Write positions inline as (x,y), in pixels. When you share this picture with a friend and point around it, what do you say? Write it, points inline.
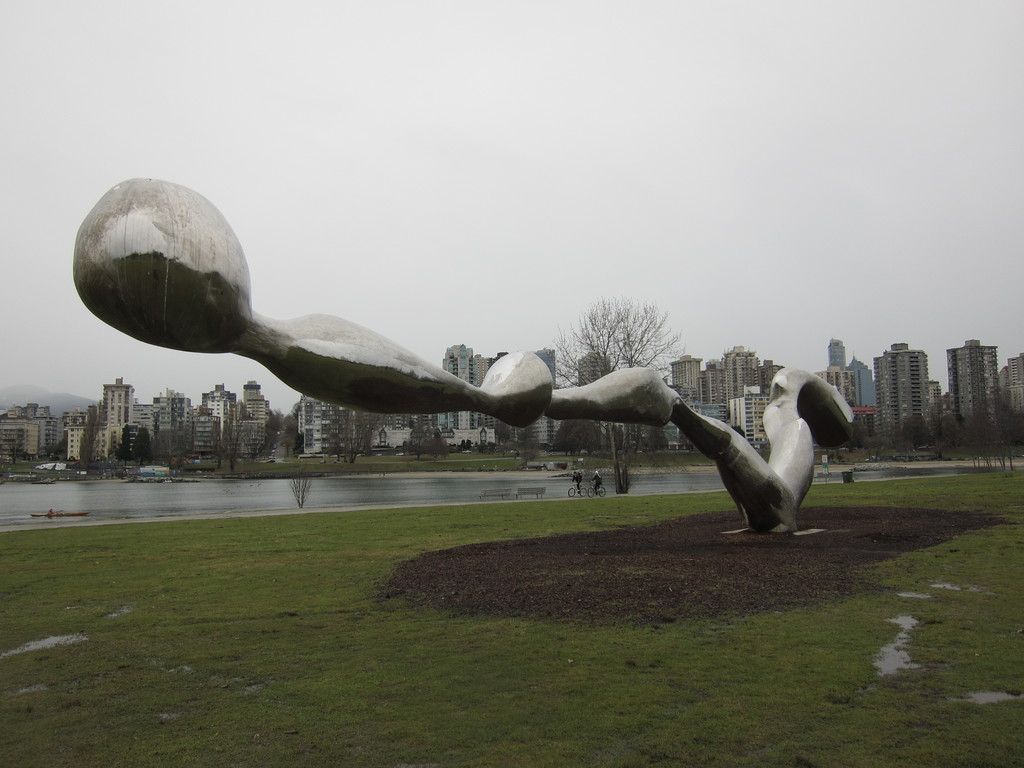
In the foreground of the picture (804,428) there are soil (523,586), grass (784,692) and a sculpture (193,210). In the center of the picture (395,448) there are buildings (136,422), trees (571,437), people (598,491) riding bicycles (604,490) and a water source (279,480). Sky (446,192) is cloudy.
